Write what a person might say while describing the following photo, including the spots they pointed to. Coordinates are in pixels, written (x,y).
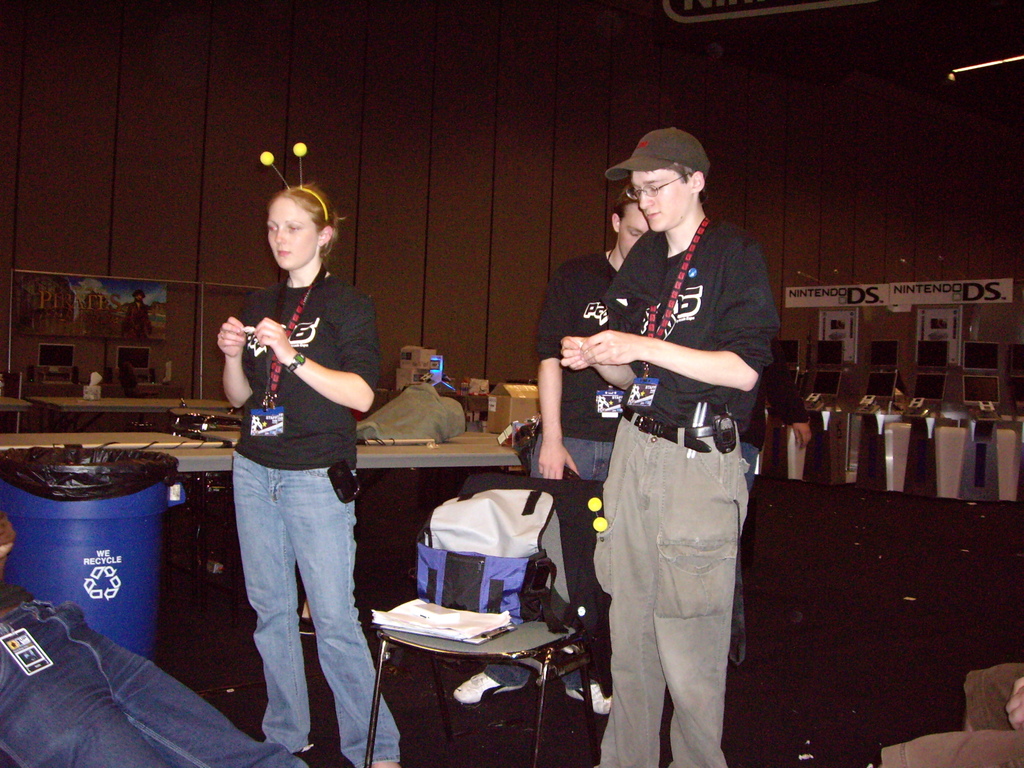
In this image I can see three persons (238,457) standing. The person (285,348) in front (288,398) wearing black shirt (293,414), blue jeans (332,565). Background (103,487) I can see a dustbin (110,473) in blue color, few tables (185,454) in white color and I can also see a chair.
